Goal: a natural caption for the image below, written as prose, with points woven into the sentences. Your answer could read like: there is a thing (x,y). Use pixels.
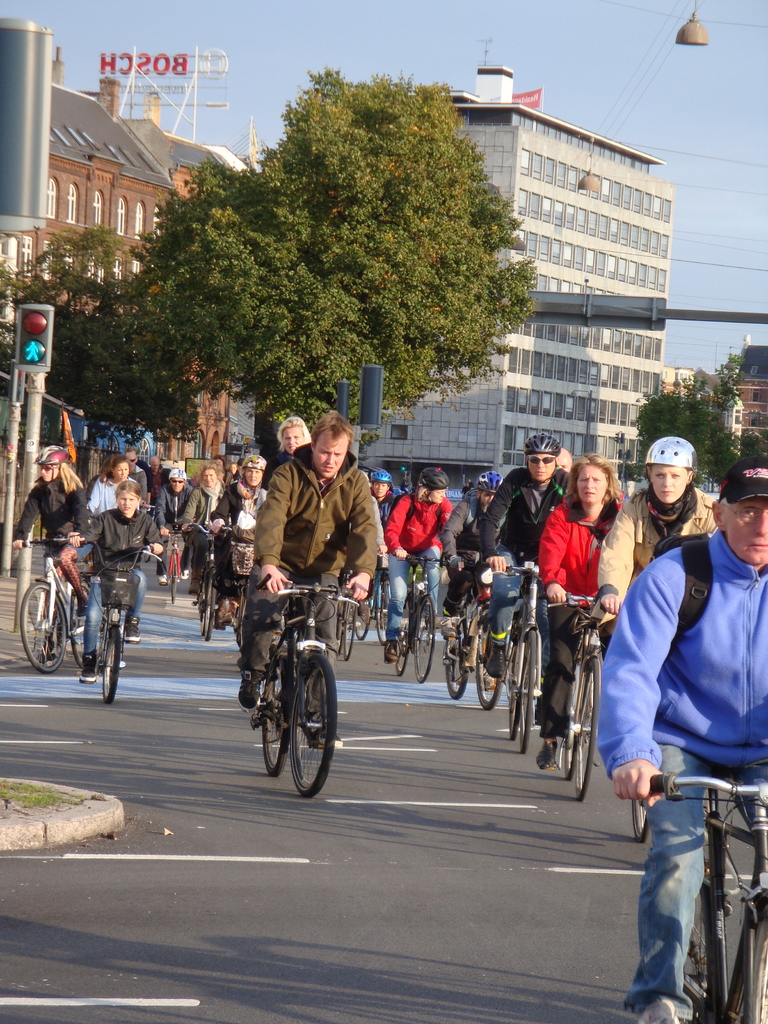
In this image there are people (645,652) cycling on a road (490,928), in the background (86,356) there are poles (45,392), trees (353,234), buildings (640,223) and the sky (684,99).
